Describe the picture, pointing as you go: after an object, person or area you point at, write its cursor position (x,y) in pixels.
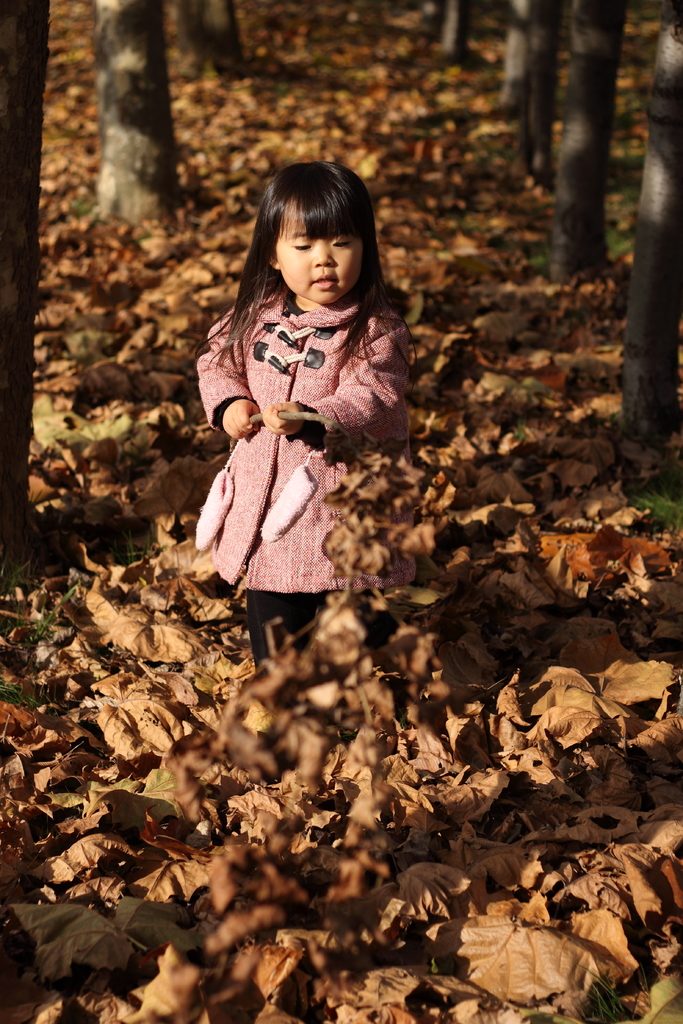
A little cute girl (282,360) is standing in the middle of an image (387,393). These are the dried leaves (228,169).
